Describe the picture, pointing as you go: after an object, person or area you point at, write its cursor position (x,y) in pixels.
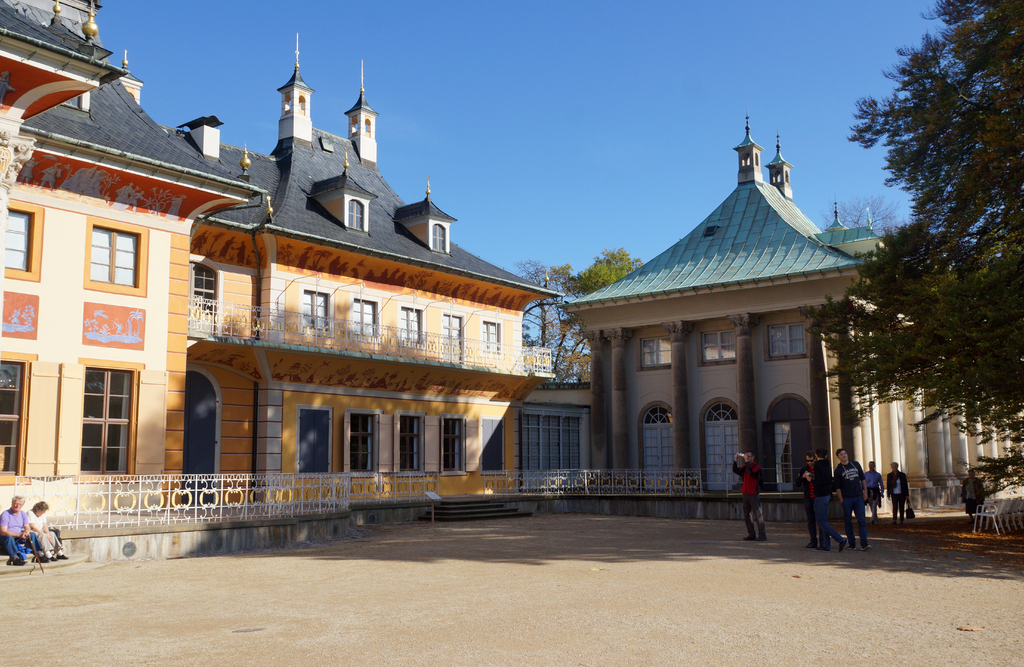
In this image I can see on the left side (52,541) 2 persons (40,537) are sitting on the wall (62,531). This is the building (260,372) in yellow color, on the right side (818,517) few men (829,530) are standing and walking, there is another building (745,337) and there are trees (1015,390). On the right (1005,518) there are chairs (988,514) in this image, at the top (582,81) it is the sky (573,84).
